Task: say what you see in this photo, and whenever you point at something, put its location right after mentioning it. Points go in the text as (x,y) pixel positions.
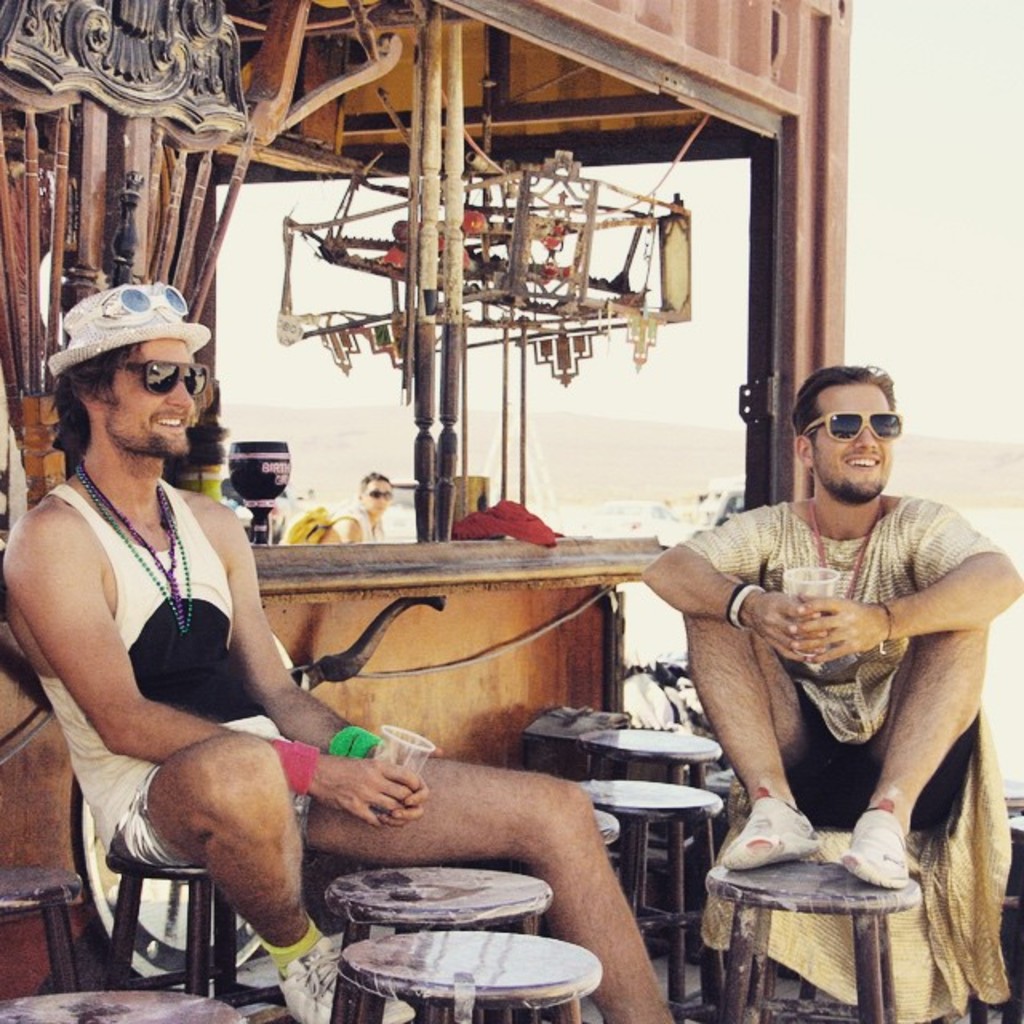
In the image we can see two persons (734,588) were sitting and they were smiling. And in front (522,972) bottom we can see few stools (486,950). And coming to the background (365,517) we can see one person (384,507) sitting and he is wearing backpack (331,523). And we can see some tools (392,342) around them.
